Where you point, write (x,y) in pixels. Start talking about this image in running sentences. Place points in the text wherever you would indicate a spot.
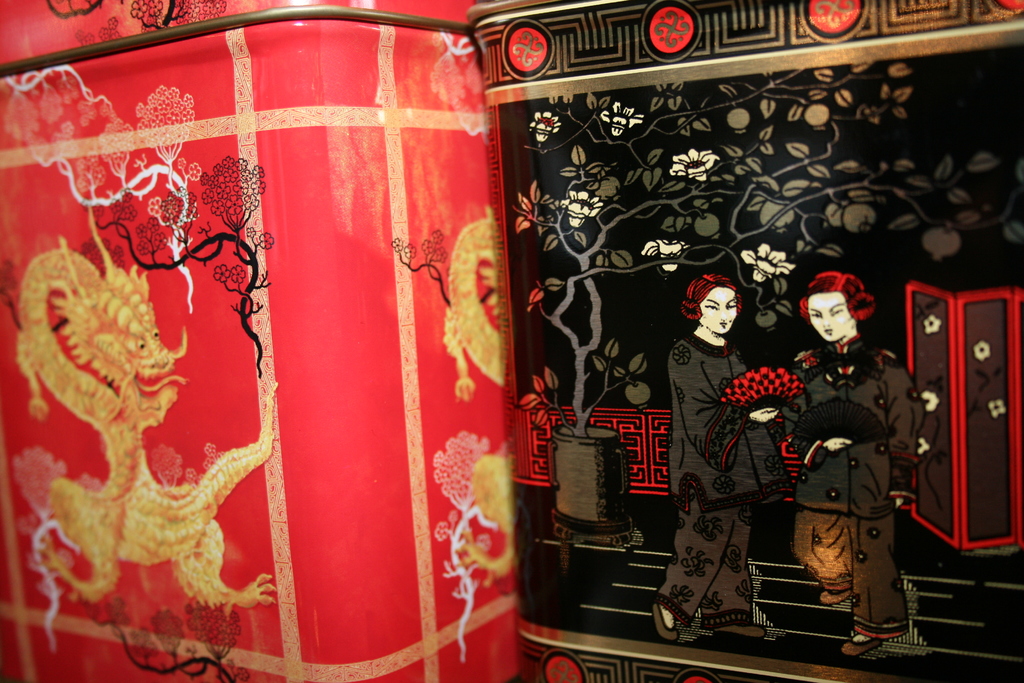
In the image we can see there are boxes (374,451) of different colors, on the box (439,528) we can see the design (205,586).
